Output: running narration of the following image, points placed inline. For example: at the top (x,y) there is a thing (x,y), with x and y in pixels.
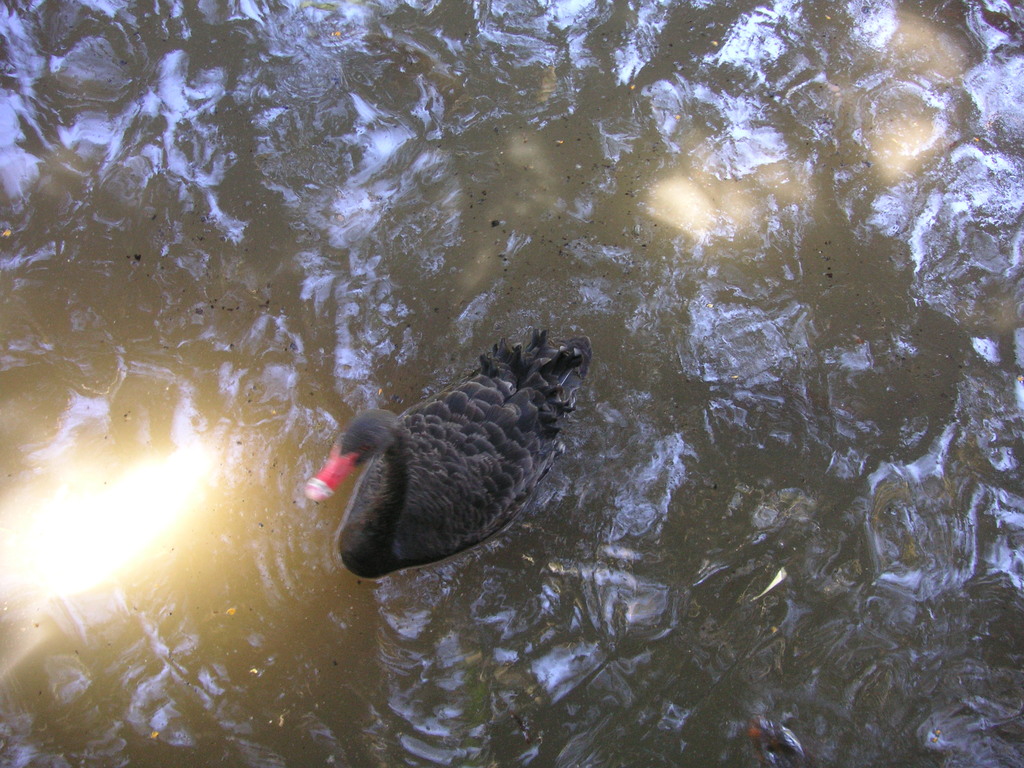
This picture is taken in a river (391,185). In the center (526,496), there is a swan (391,542) which is in black in color.
